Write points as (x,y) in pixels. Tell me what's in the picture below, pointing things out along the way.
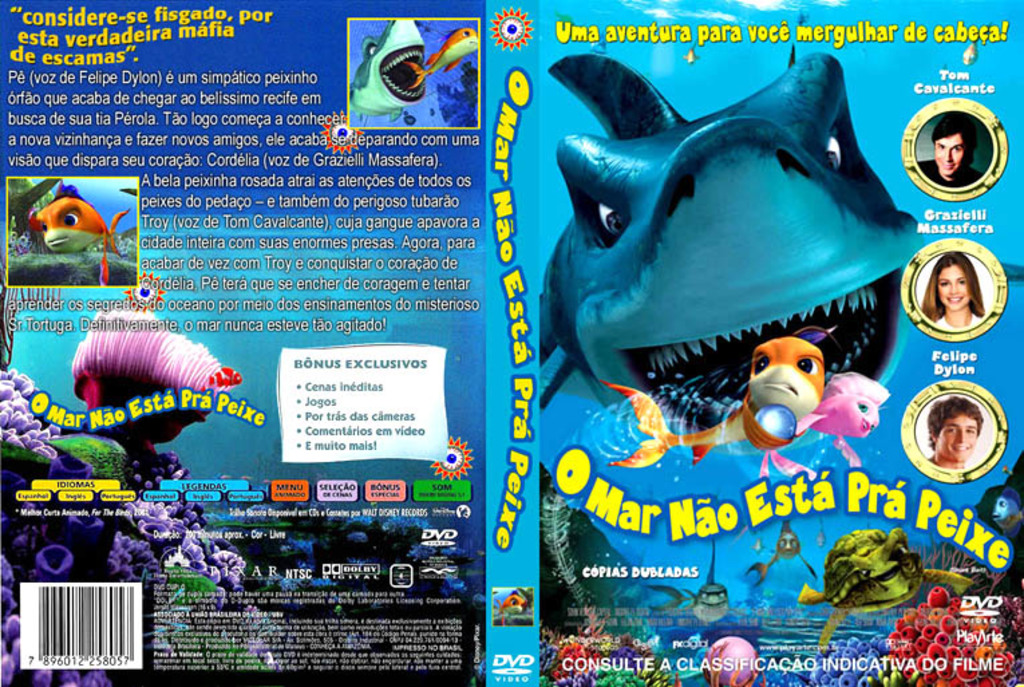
In this image I can see a poster (405,404) with some text (341,231) written on it.
